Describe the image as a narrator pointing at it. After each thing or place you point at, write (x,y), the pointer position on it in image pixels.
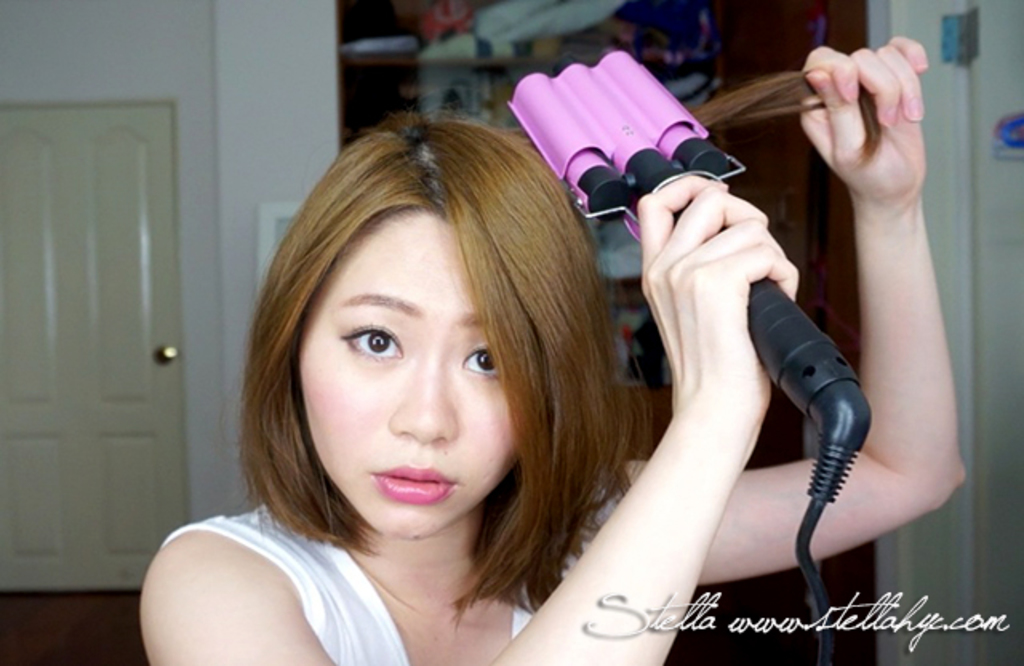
In this image there is a woman (419,575). She is holding hairs (745,110) and a hair curler (672,166) in her hand (810,114). Behind her there is a wall (260,76). To the left (141,289) there is a door (91,286) to the wall (276,186). At the bottom (687,615) there is text (853,616) on the image.
